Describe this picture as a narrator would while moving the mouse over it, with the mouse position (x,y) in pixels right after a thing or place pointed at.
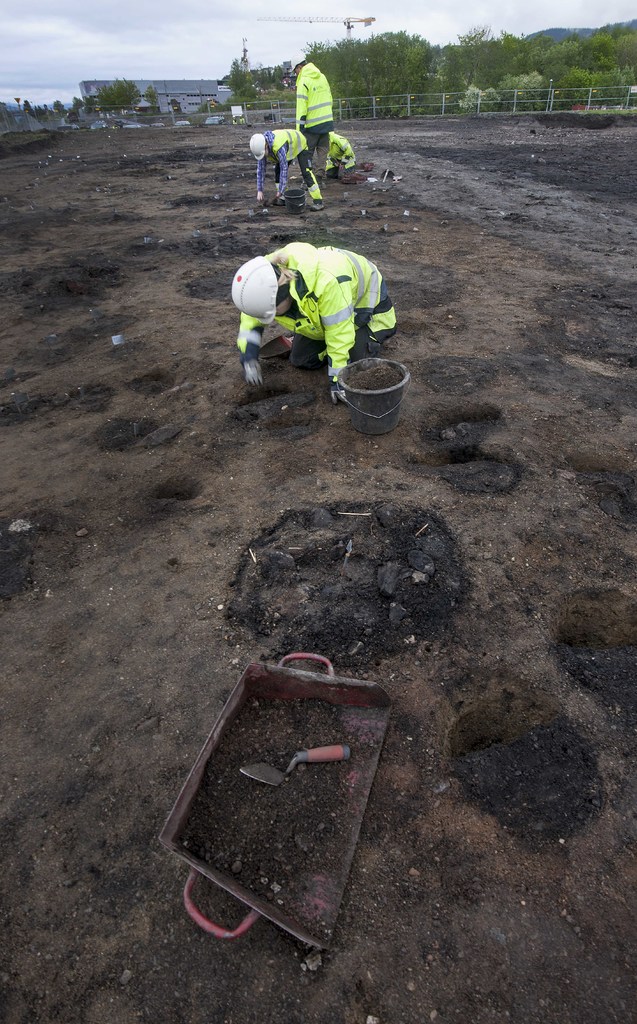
In the picture we can see a black muddy path (205,965) on it, we can see some persons (255,344) are searching something and far away from it, we can see a railing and behind it, we can see trees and beside it we can see some house building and in the background (118,58) we can see a sky (139,63) with clouds (126,63).
